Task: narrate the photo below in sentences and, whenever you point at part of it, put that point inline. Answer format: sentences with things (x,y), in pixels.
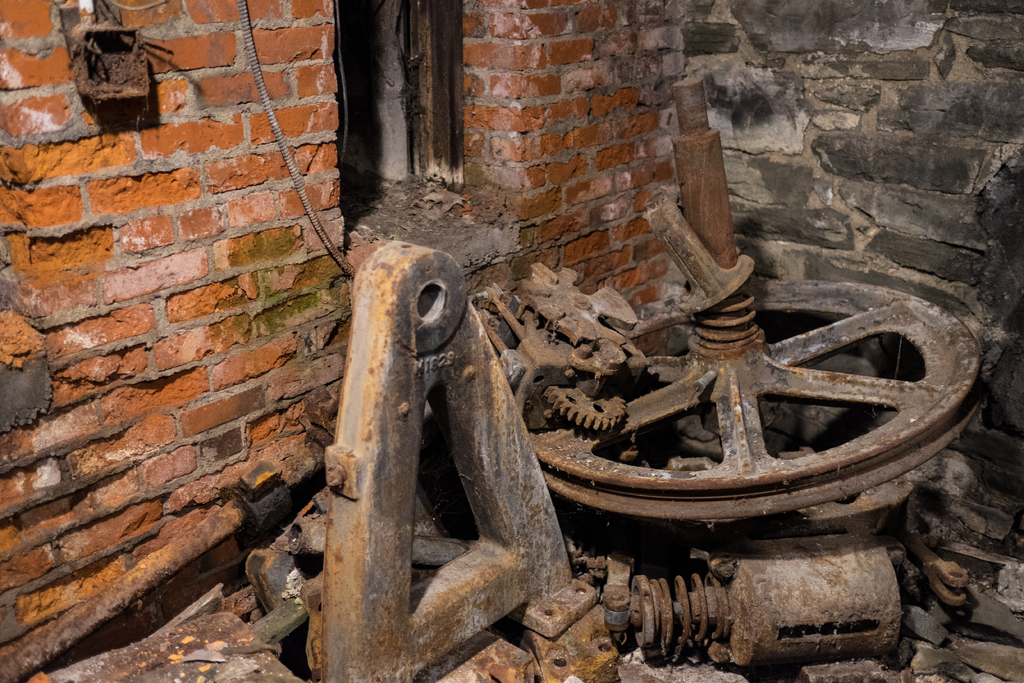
In this image I can see a brick wall (95,335). I can see a wheel (756,447) and few iron objects (747,557).
